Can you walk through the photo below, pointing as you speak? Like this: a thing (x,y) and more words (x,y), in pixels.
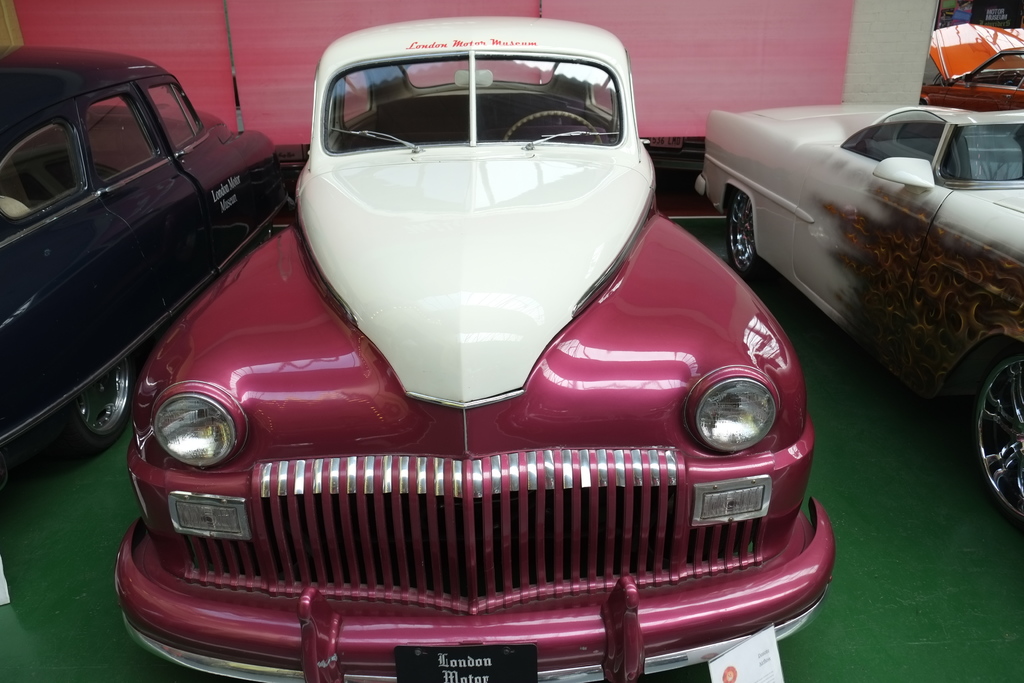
In this picture there is a red car (603,479). On the left (87,292) I can see the black car (73,263). On the right (819,220) there is a white car (906,192). In the back (786,93) I can see the red color cloth (789,105) which placed near to the pillars (858,64). In the top right corner (1011,70) I can see another red car (1018,59) on the floor (871,637). In the bottom right (723,671) I can see the poster (748,646) which is placed on the bumper (692,654). In the bottom left corner (53,630) I can see the green carpet (76,623).
